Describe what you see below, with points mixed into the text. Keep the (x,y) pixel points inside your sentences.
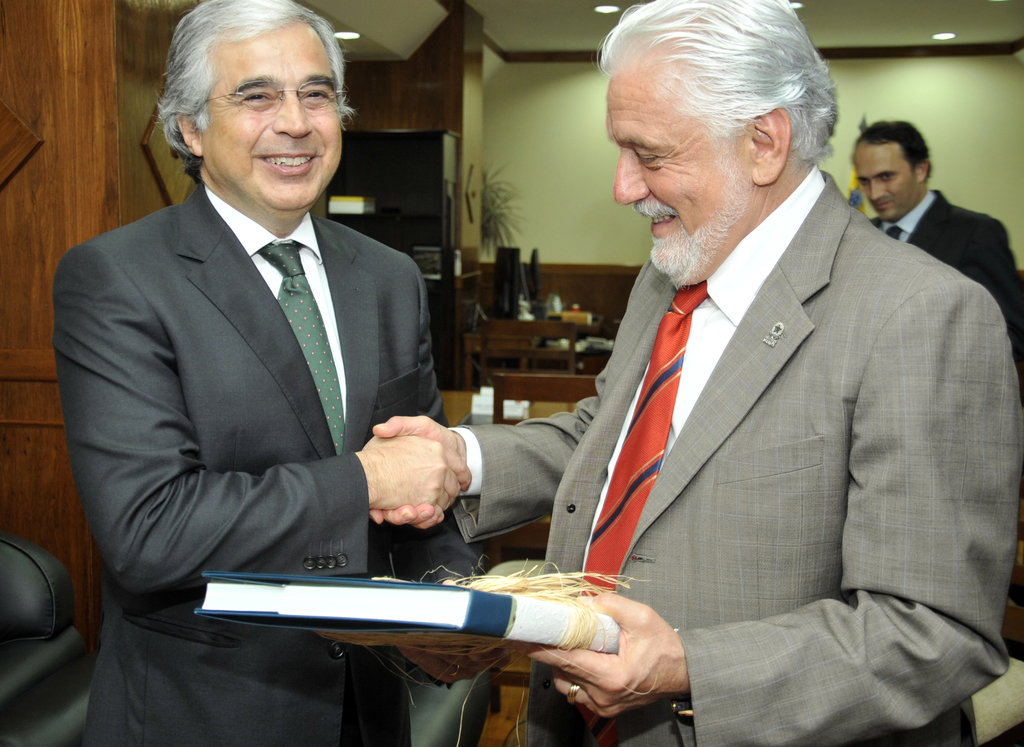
In this image there are two people (745,447) standing with a smile and they are shaking hands (399,419), one of them is holding a book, behind them there is a person (896,218) and there are a few tables (502,342) with some objects (514,274) on it. On the left side of the image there is a chair (62,632). In the background (453,127) there is a wall (572,166) and at the top of the image (835,20) there is a ceiling (905,30) with lights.
